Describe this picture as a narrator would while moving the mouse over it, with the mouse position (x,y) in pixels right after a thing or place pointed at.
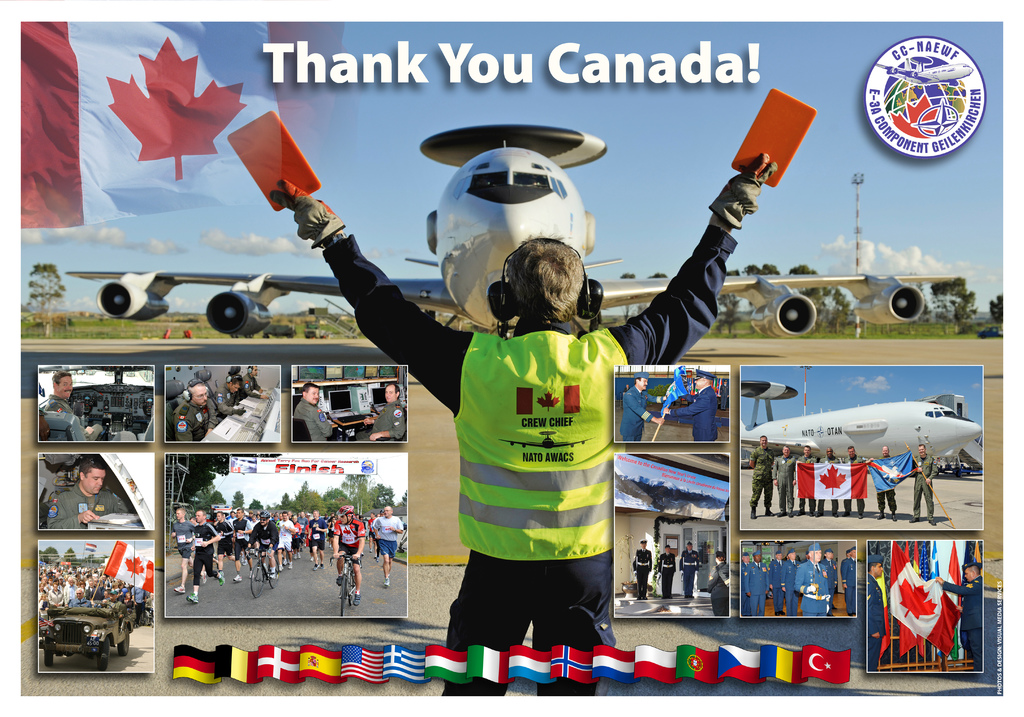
This is an advertisement and here we can see logos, some text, an aeroplane (496,256) and we can see trees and there is a person (530,317) holding some objects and wearing gloves (287,205) and safety jacket (481,458) and there are some collage images (724,465) of some people (667,411), bicycles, flags (824,497) and some other objects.
